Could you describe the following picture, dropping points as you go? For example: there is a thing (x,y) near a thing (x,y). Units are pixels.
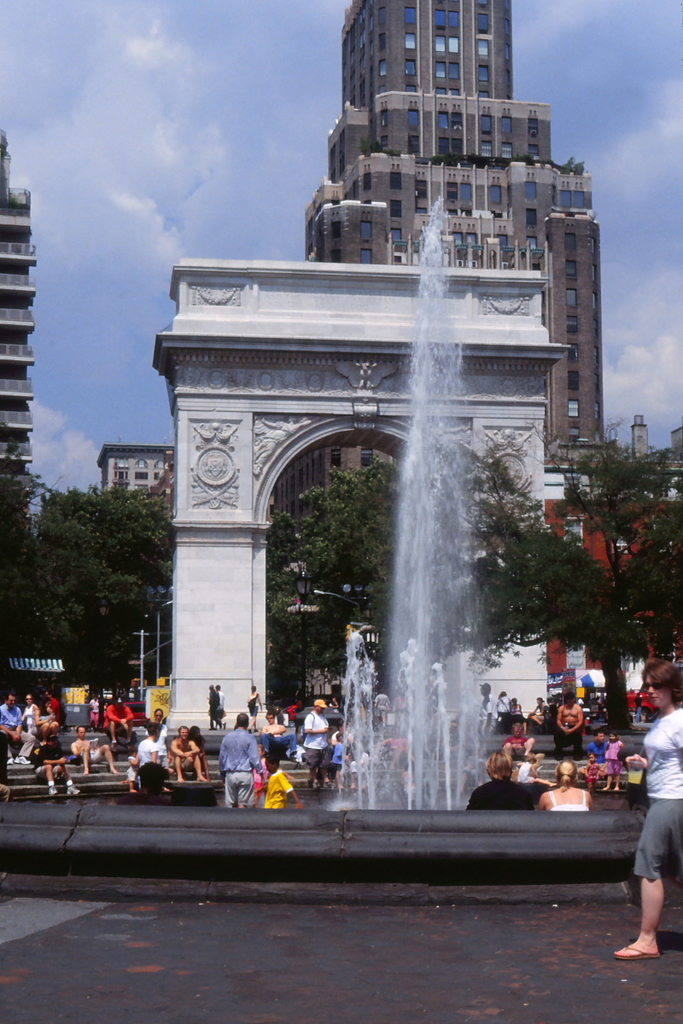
In the center of the image (235,454) we can see an arch (395,281) and also a water fountain (410,806). Image also consists of many people (497,760). In the background (27,219) we can see some buildings (493,215) and also trees (384,559). At the top (268,121) there is sky (264,121) with some clouds (648,371) and at the bottom (247,947) we can see the ground (325,968).
